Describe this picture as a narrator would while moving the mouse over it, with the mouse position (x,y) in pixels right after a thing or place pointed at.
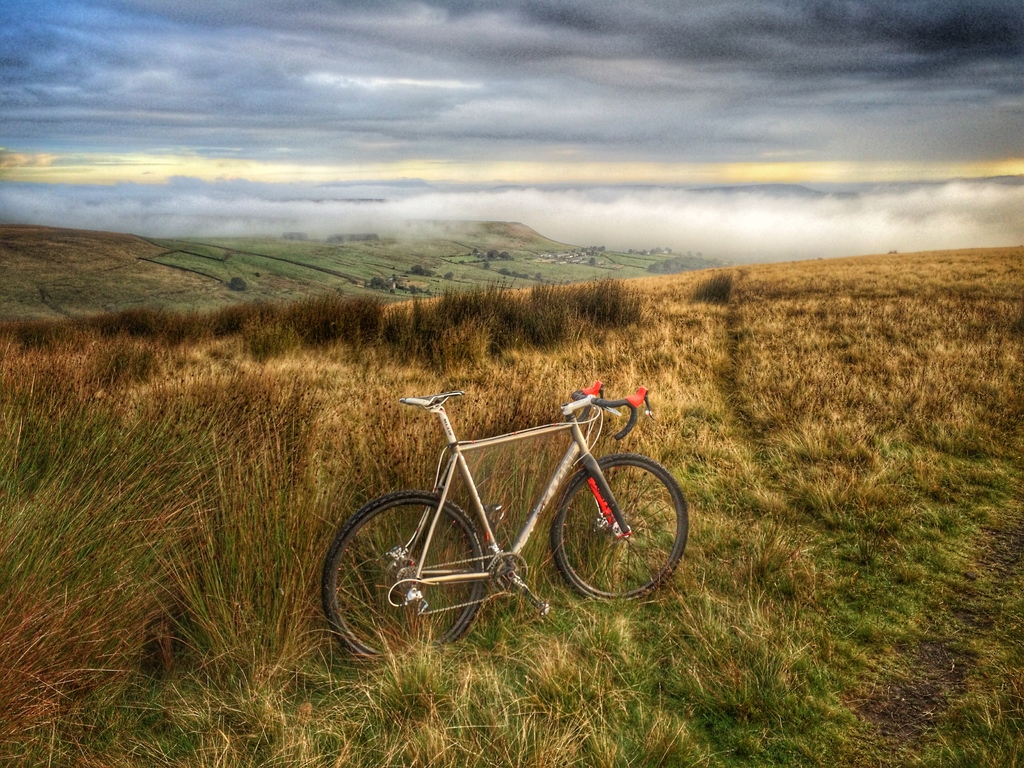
This is the picture of a fields (687,445). In the foreground (395,667) there is a bicycle (464,455) on the grass (708,581). At the back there are trees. At the top (157,164) there is sky (124,142) and there are clouds (510,25). At the bottom (134,658) there is grass (140,670).
